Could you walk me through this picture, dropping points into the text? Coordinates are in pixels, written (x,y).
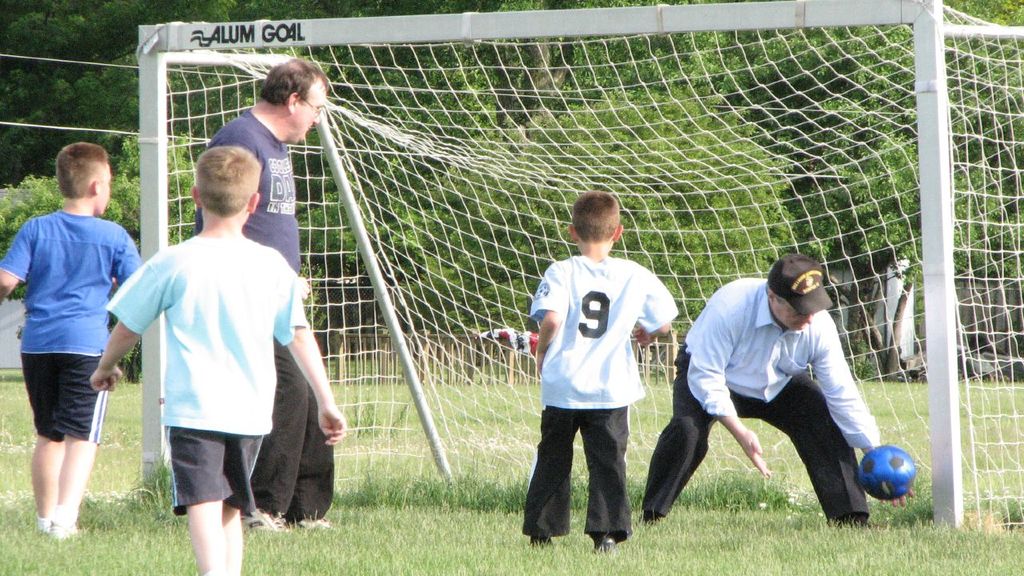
There are two men (755,324) and three boys (569,353) on the ground (420,551). The men (845,448) with white shirt (763,348) and black pant (837,443) is holding a blue ball (882,474) in his hand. He is having cap (814,283) on his head (801,323). And the men (277,191) with blue t-shirt (277,205) to the left side (286,206) is standing. And other three boys (578,303) are walking. In the background (366,327) there are some trees (59,70), wires (21,55) and there is a net (653,184).
